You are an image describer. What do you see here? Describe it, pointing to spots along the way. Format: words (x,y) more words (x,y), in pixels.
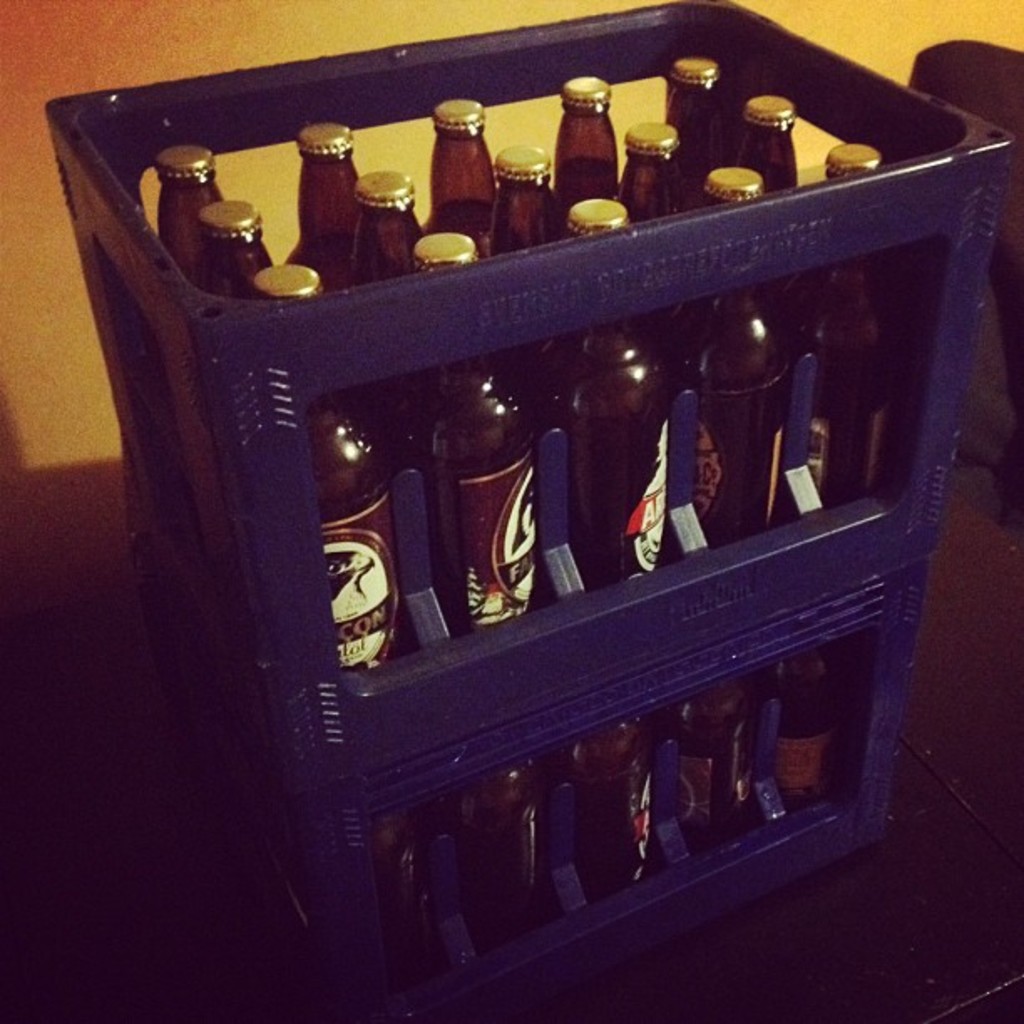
These crates (319,699) are filled with bottles (855,300).
